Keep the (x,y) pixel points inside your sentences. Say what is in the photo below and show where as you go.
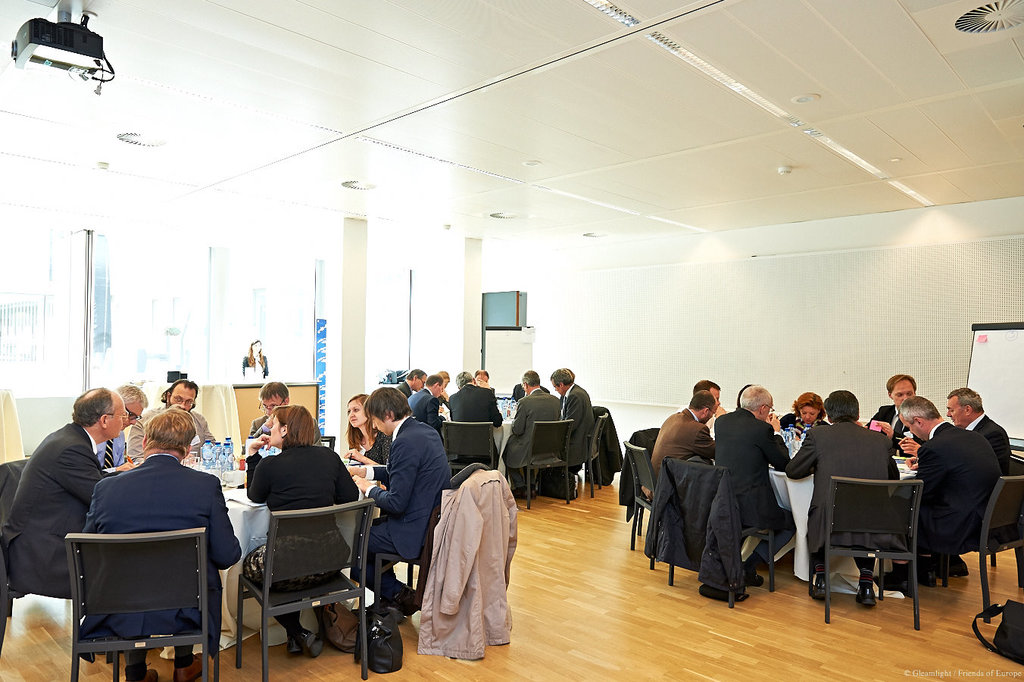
It is a conference room (525,421), there are three tables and many chairs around the tables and lot of people (753,434) are sitting, in between these there is another table (253,401) where a woman (254,373) is standing in front of it. To the roof (122,64) there is a projector (94,31) in the background (178,265) there is a lot of sunlight (172,282) and glasses (72,339).
